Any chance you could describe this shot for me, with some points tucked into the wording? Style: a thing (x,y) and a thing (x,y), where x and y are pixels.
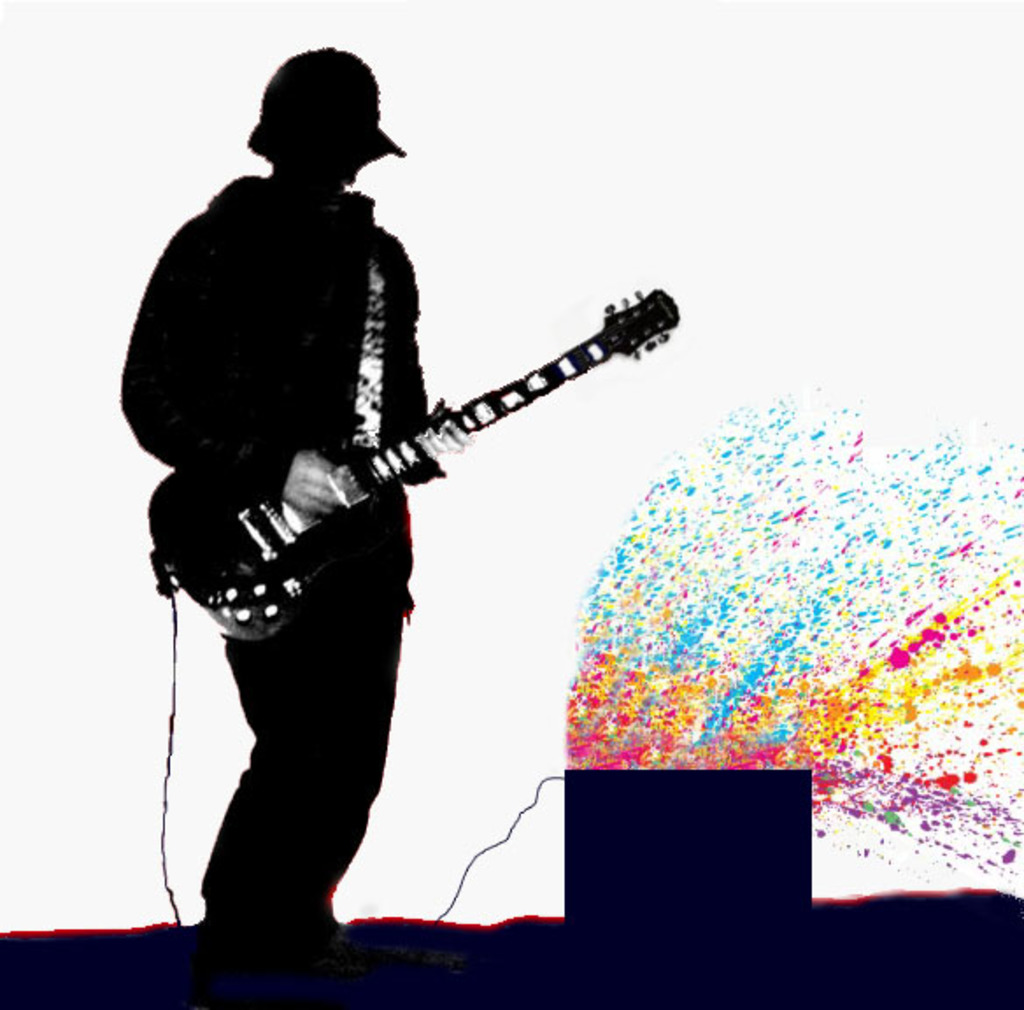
As we can see in the image there is a man (331,443) holding guitar (295,586).
